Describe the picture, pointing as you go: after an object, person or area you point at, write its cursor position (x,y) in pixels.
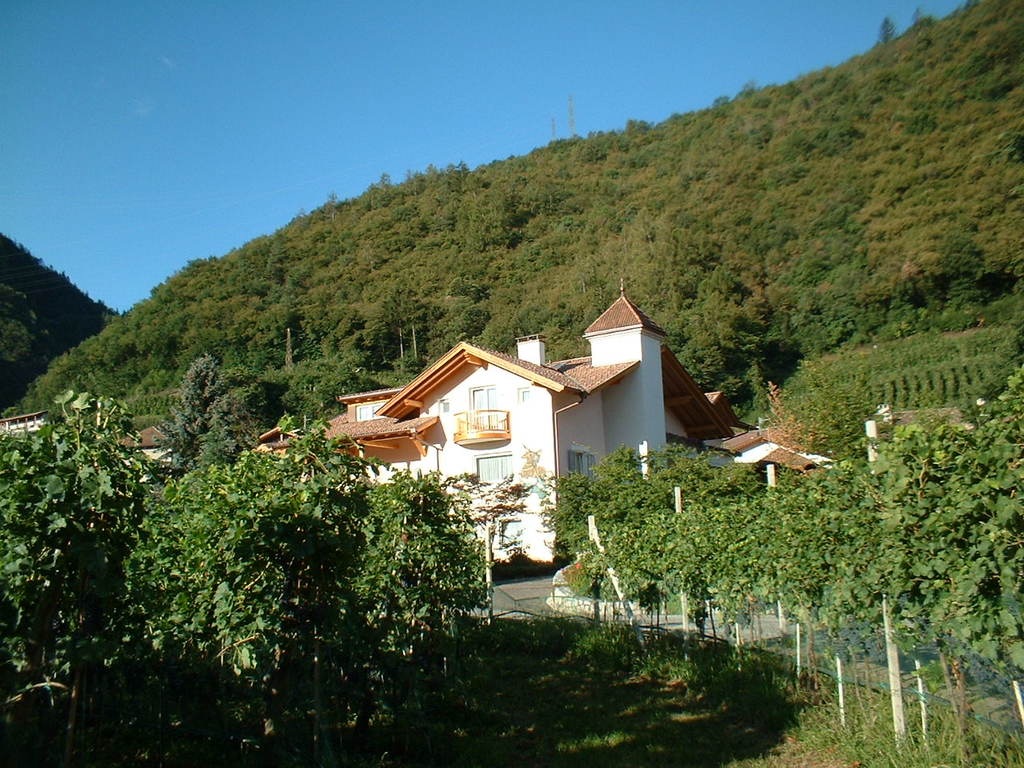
In this image in the center (613,428) there is grass (528,660) on the ground (670,677) and there are plants (445,534) and there is a home (469,442). On the left side (161,446) there are houses (20,422) and in the background (330,313) there are trees (608,275).
